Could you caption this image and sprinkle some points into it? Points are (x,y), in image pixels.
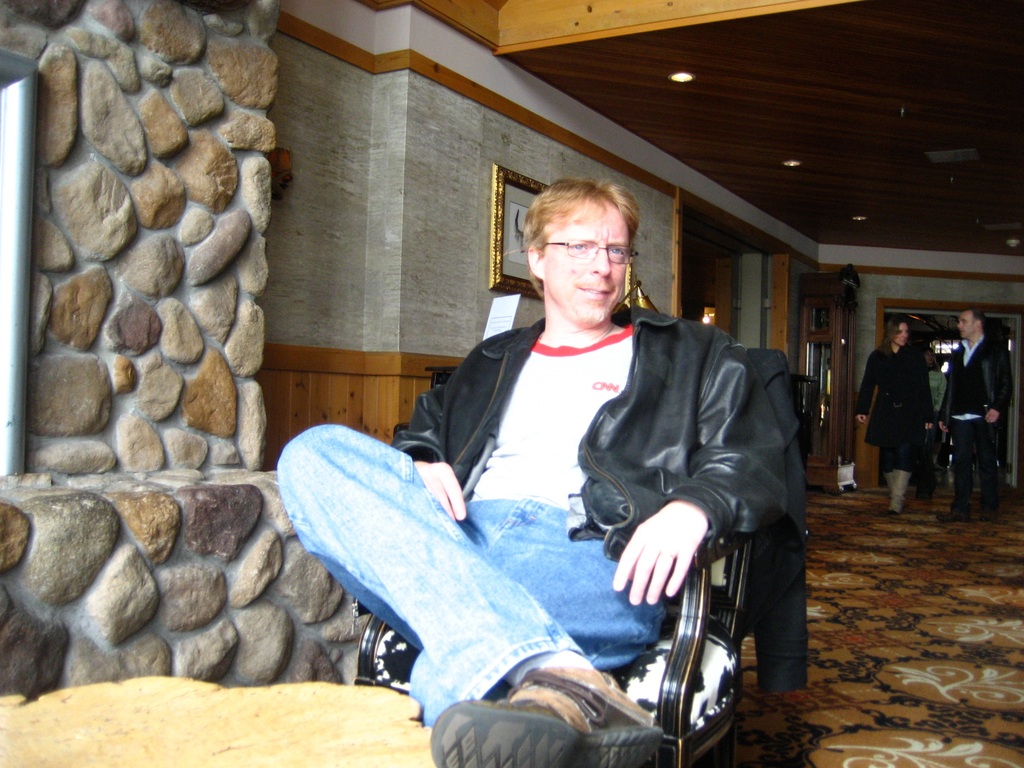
In this image i can see a person (590,560) sitting on a chair (671,629), wearing a jacket (637,468). In the background (904,436) i can see few people (909,389) walking, a wall (803,259) and a photo frame (514,211) attached to it.
